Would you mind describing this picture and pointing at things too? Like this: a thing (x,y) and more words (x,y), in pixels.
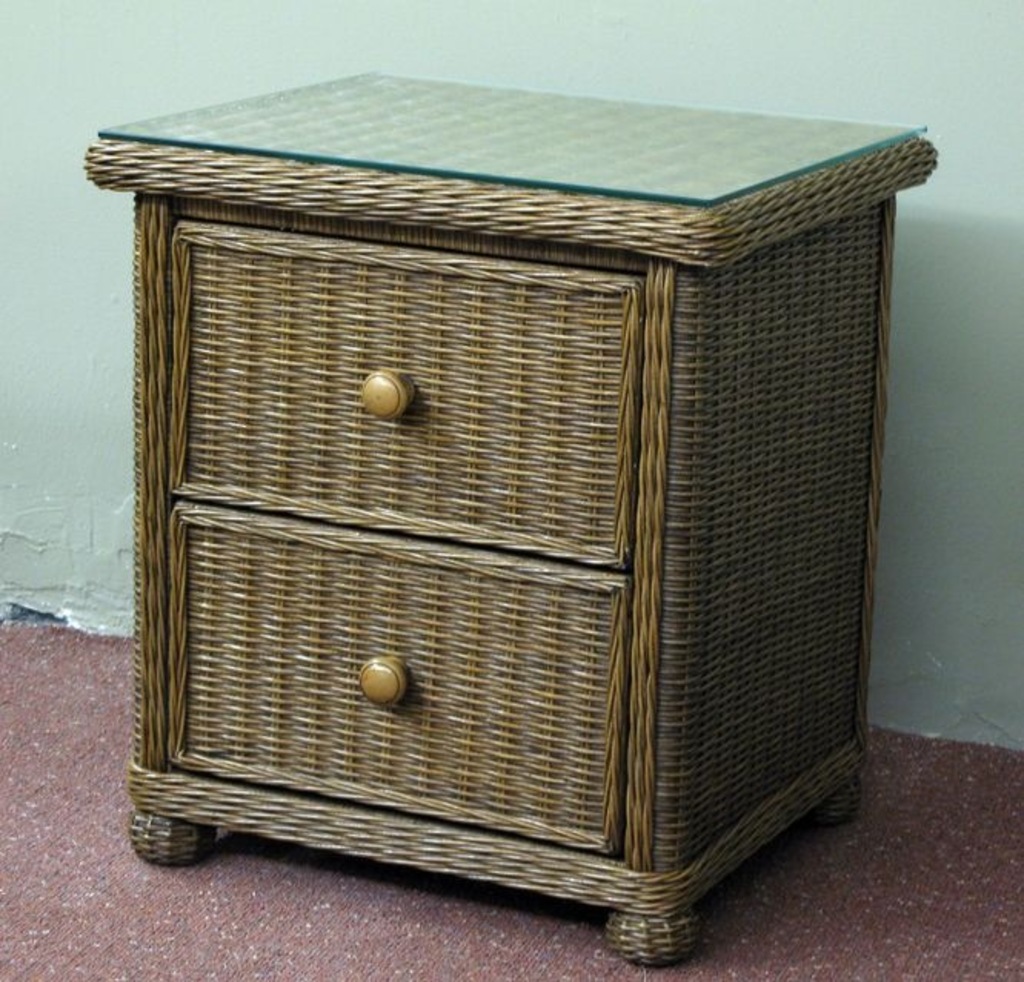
In the image we can see a wooden drawer (461,527), on it there is a glass sheet (492,147). Here we can see the floor (213,853) and the wall (1000,440).
